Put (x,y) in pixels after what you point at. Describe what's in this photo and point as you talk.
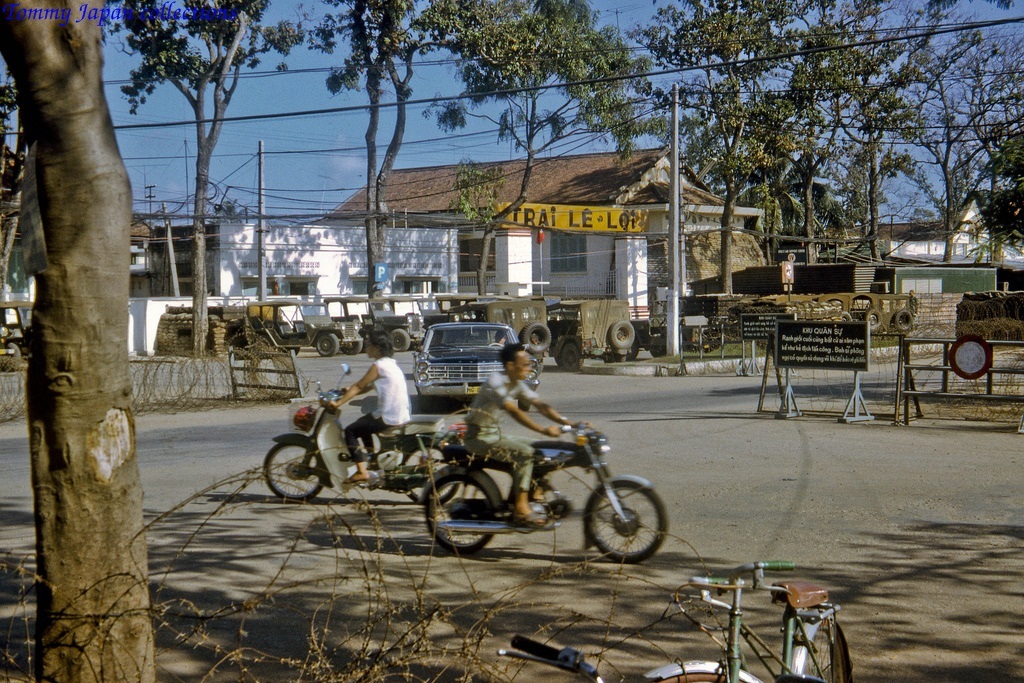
In this image I can see two persons (490,427) riding motorcycles (485,505) on the road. On the left of this image (84,325) I can see a tree (87,194), in the background (429,49) also there are some trees (585,112). On the top of this image (266,98) I can see the sky (260,97) in blue color. In the middle (418,264) there is a house (581,291) and there are some vehicles (362,324) in front in this house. On the right side (838,353) I can see some boards (805,342) having some instructions (814,340) on it.
